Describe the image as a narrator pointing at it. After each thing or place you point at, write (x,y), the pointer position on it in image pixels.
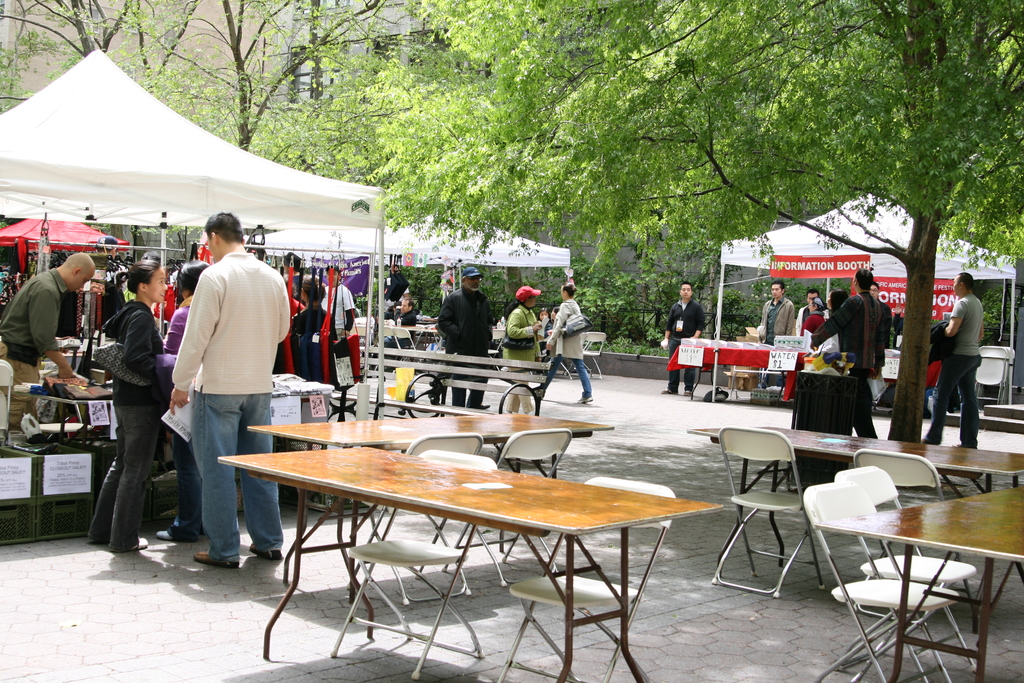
In this picture there group of people (226,343) standing and walking. At the right side (973,343) the person (965,352) wearing a grey colour t-shirt (969,324) is standing. In the center (443,445) there are tables (444,465) empty chairs (863,513). At the left side (201,347) there are four person (214,325) standing and having conversation. The person (45,326) on the left side (44,321) is standing and doing work in his tent (101,140) there is a white colour tent (112,148) at the left side (162,168). In the background (489,120) there are some trees (490,69), building (377,44). At the right side (811,246) there is a tent (783,245) with the name written information booth under this tent (809,271) there are person (812,309) standing.
